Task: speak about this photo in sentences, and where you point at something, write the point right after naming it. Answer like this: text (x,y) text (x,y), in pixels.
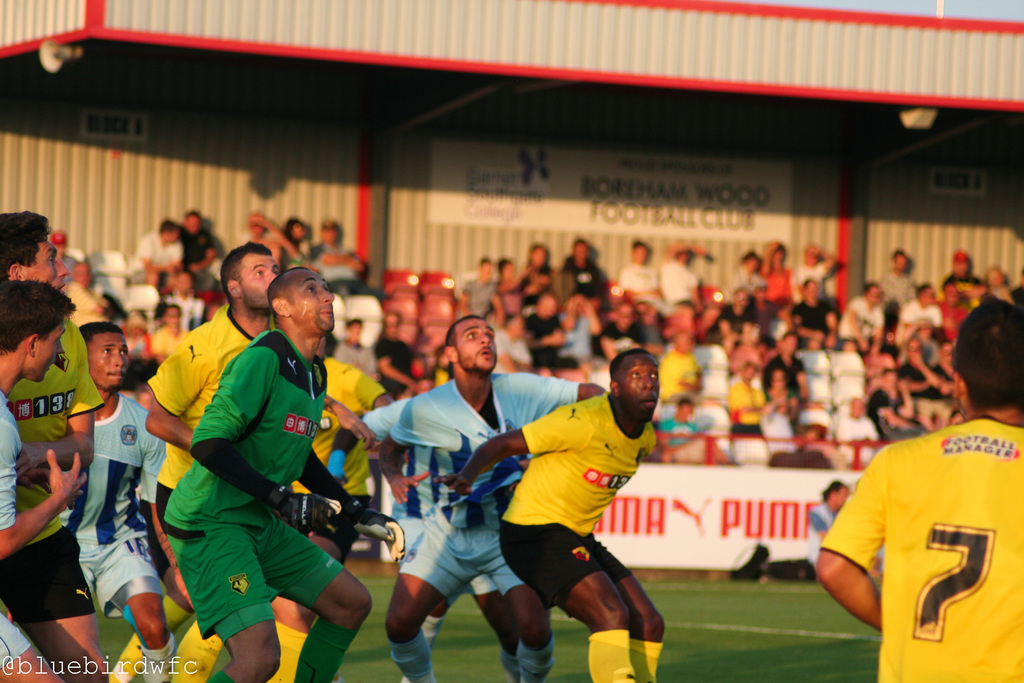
In this picture there are people (331,536) and we can see grass (703,597). In the background of the image (791,408) there are audience (154,269) and we can see hoardings (659,516), boards (651,168) and sky (954,0). In the bottom left side of the image (152,667) we can see text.
